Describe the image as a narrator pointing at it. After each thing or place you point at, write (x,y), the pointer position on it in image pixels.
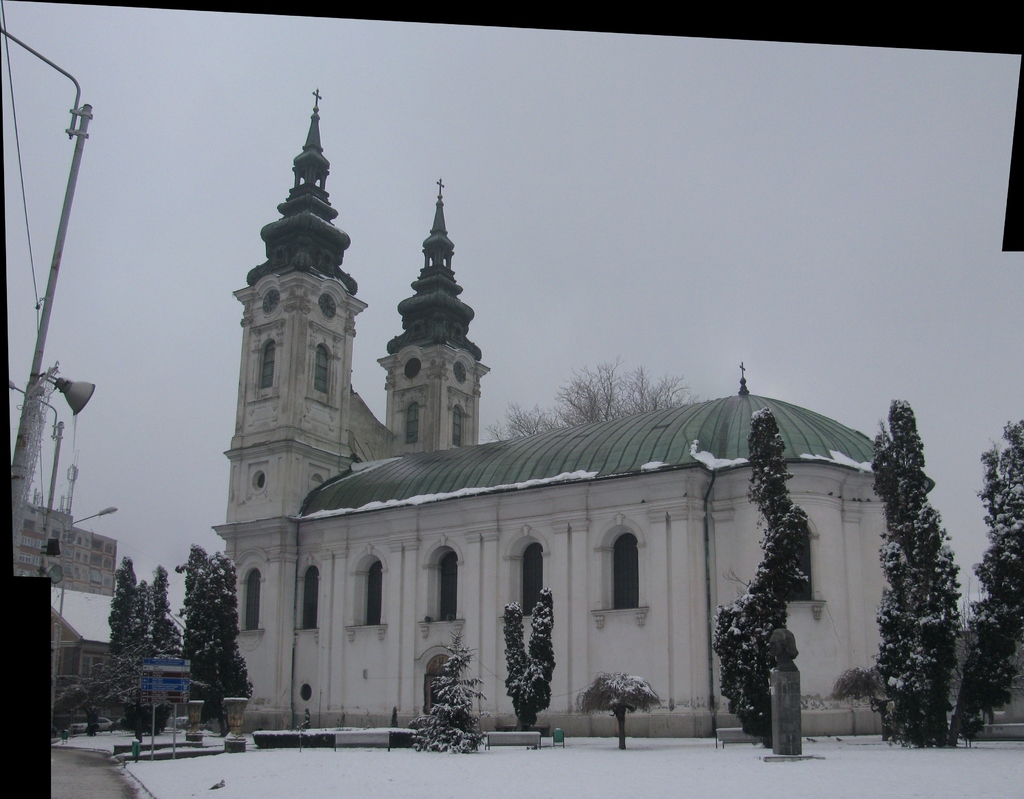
In this image we can see there are buildings (837,596) and trees (746,607) with snow (448,705). And there is a board (155,677), speaker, street light (55,417), pole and the sky (679,169).
